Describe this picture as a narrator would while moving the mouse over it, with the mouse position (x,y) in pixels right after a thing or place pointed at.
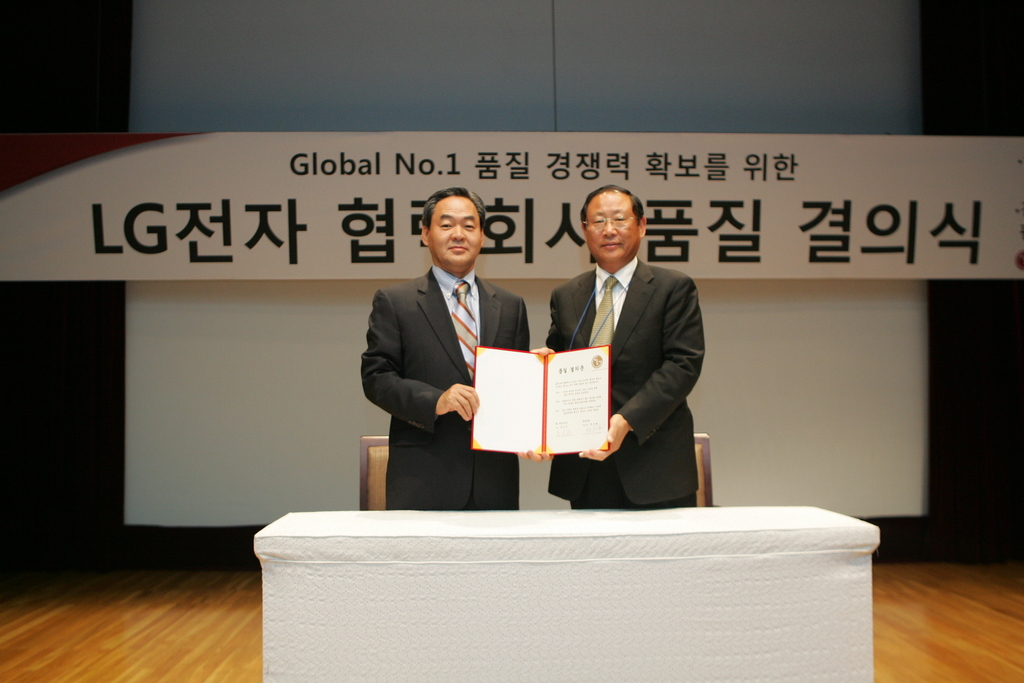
In this image I can see two people (518,334) with blazers (489,308), shirts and ties (455,316). I can see these people (470,422) are holding the board (537,437). There is table (481,570) in-front of these people (485,490). In the background (539,468) I can see board (545,234) and there is a white and black background (58,114).
